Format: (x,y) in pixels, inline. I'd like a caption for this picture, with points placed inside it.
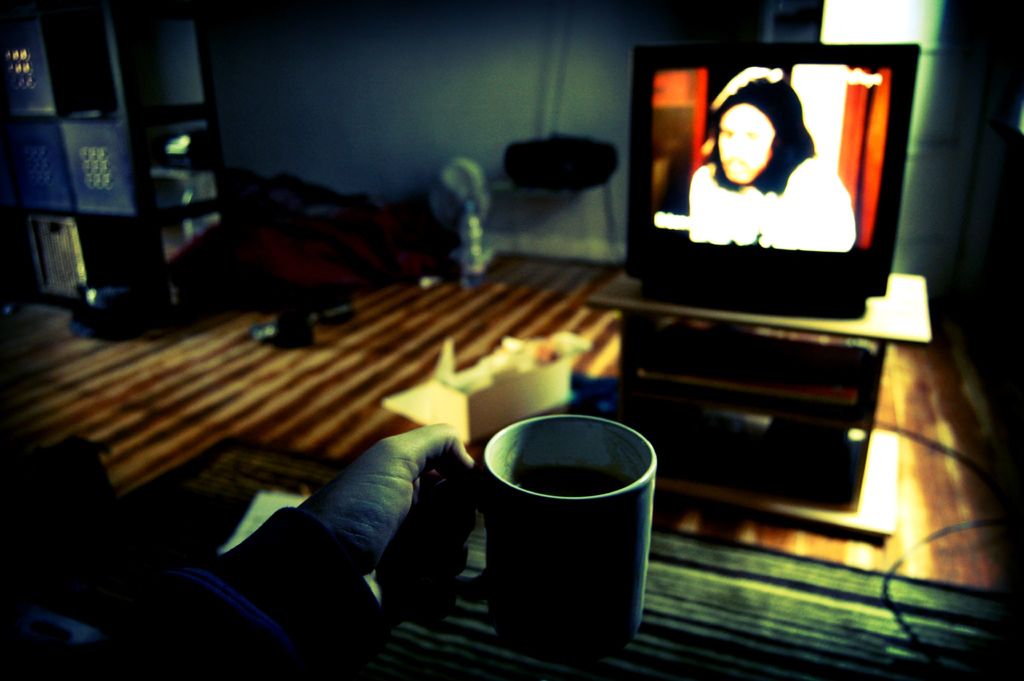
In this picture there is a person (452,593) hold a cup (556,464). There is a table (875,310). On the table (870,371) we can see television (715,119). On the background (499,60) we can see wall (474,78). This is floor (252,369).
